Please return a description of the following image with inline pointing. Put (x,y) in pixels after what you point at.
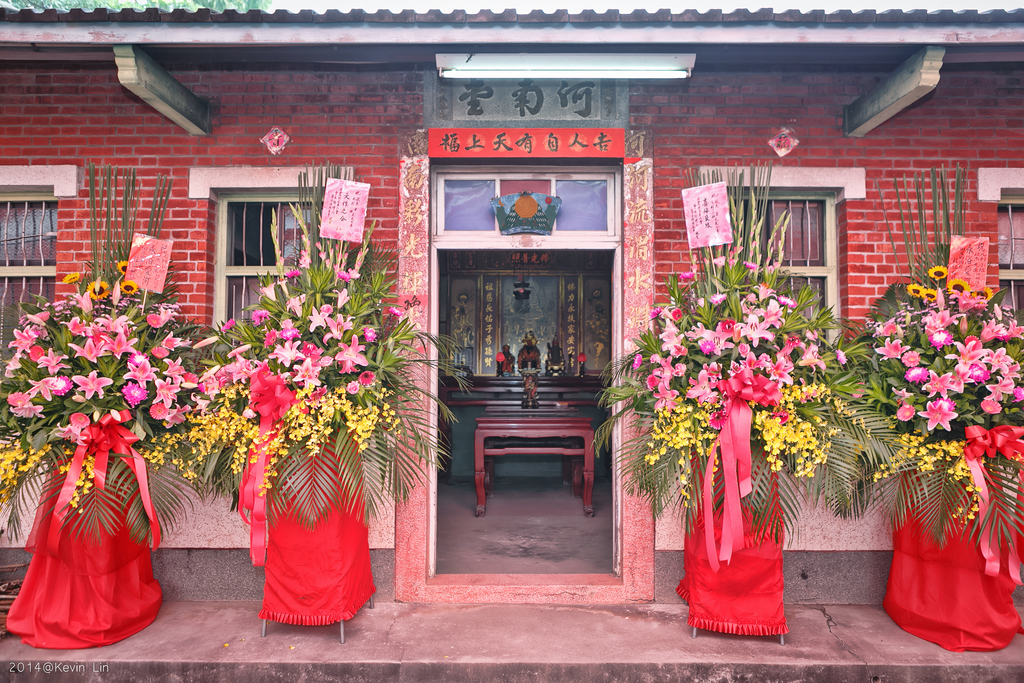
This is the picture of a place (81,248) where we have four plants (169,448) beside the door (452,481) and some flowers (389,419) on it.
